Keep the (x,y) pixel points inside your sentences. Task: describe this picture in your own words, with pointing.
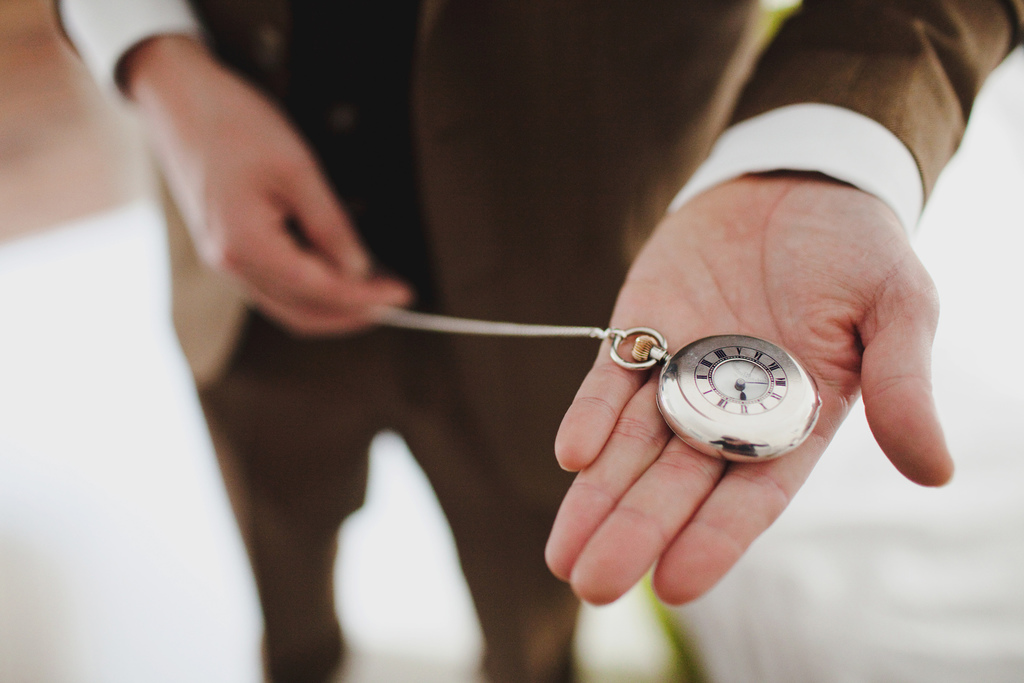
In this image we can see a clock chain (734,343) in person's hand (576,409).
